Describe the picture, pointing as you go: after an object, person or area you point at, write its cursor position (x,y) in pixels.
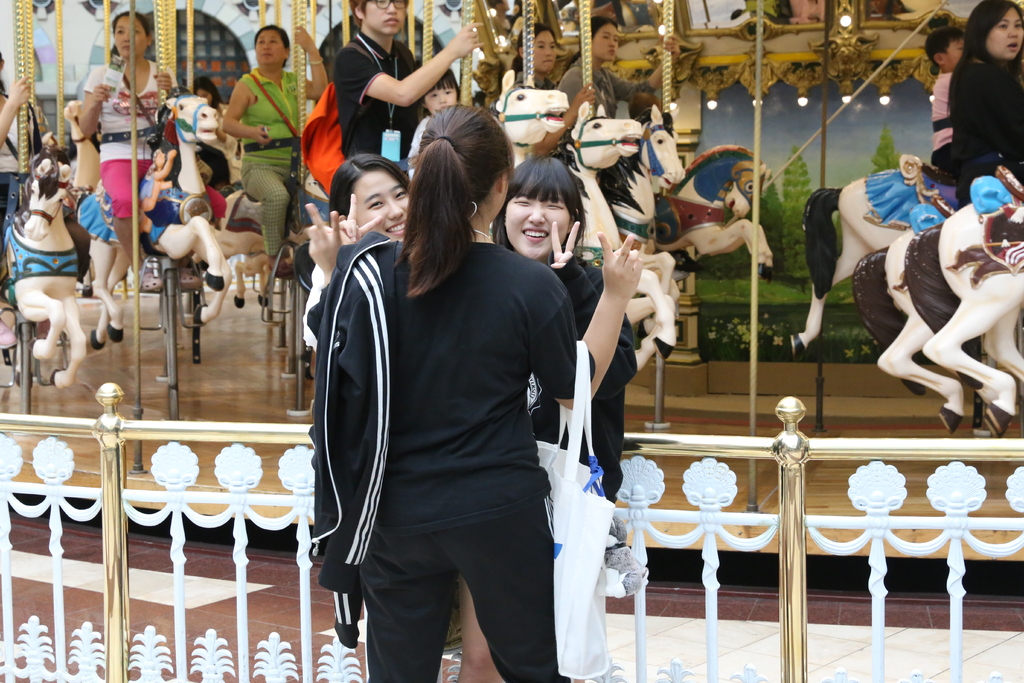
In this image, I can see three persons (523,282) standing. Behind the three persons (520,497), I can see railing (641,483). In the background (169,319), there are few people (14,164) sitting on a carousel (527,115).
